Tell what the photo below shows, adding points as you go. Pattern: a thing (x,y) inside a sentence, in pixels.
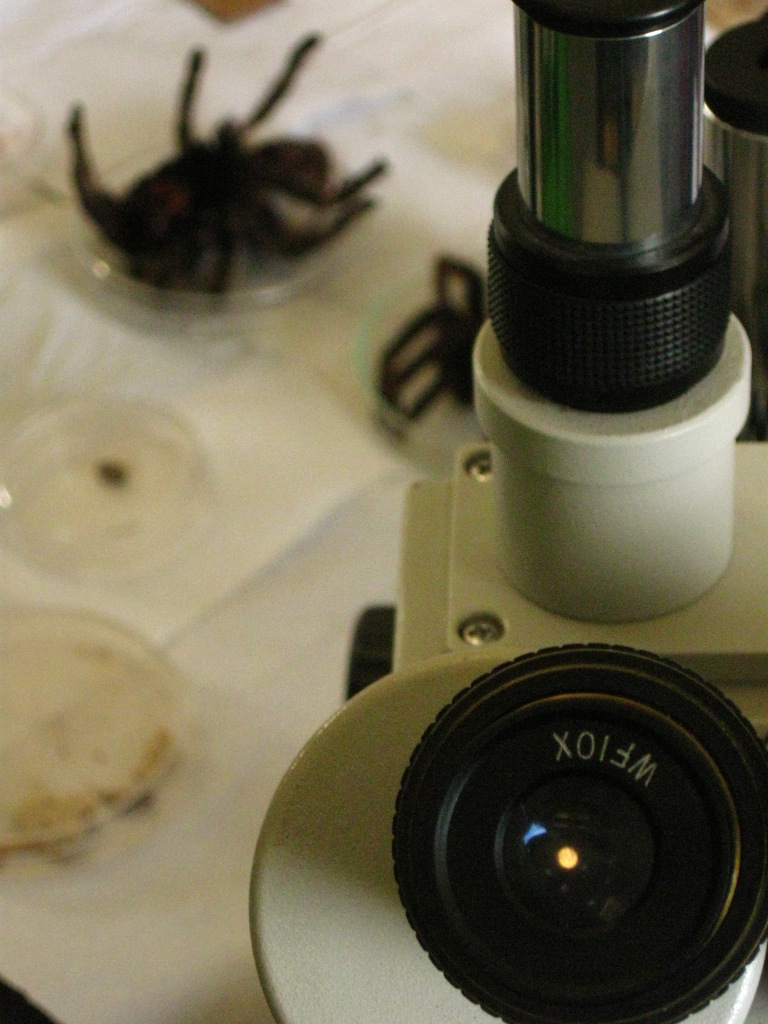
In this image I can see the microscope (483,527). To the side I can see few objects (41,418). These are on the white color surface (80,935).
